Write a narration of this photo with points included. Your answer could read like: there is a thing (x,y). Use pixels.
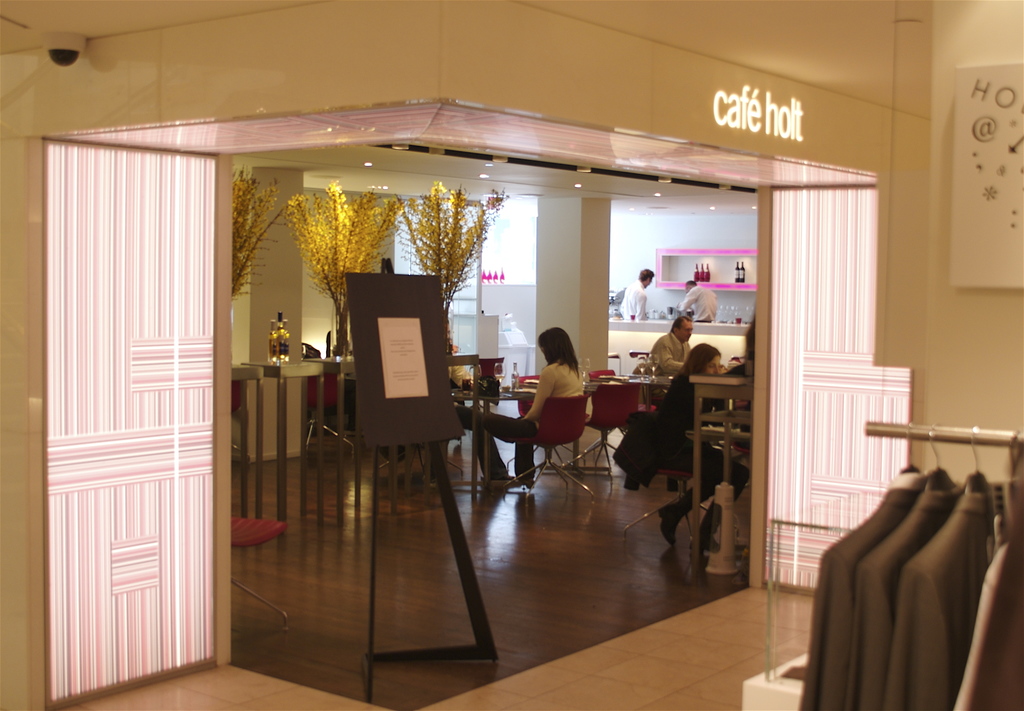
This is an information board (417,357). Far these persons (691,286) are standing. In-front of this person's (703,295) there is a rack (729,283), in a rack (723,257) there are bottles (739,275). On this red chairs (577,430) persons (664,413) are sitting. We can able to see plants (439,237). Front there are suits (925,575) with hanger (953,476).
